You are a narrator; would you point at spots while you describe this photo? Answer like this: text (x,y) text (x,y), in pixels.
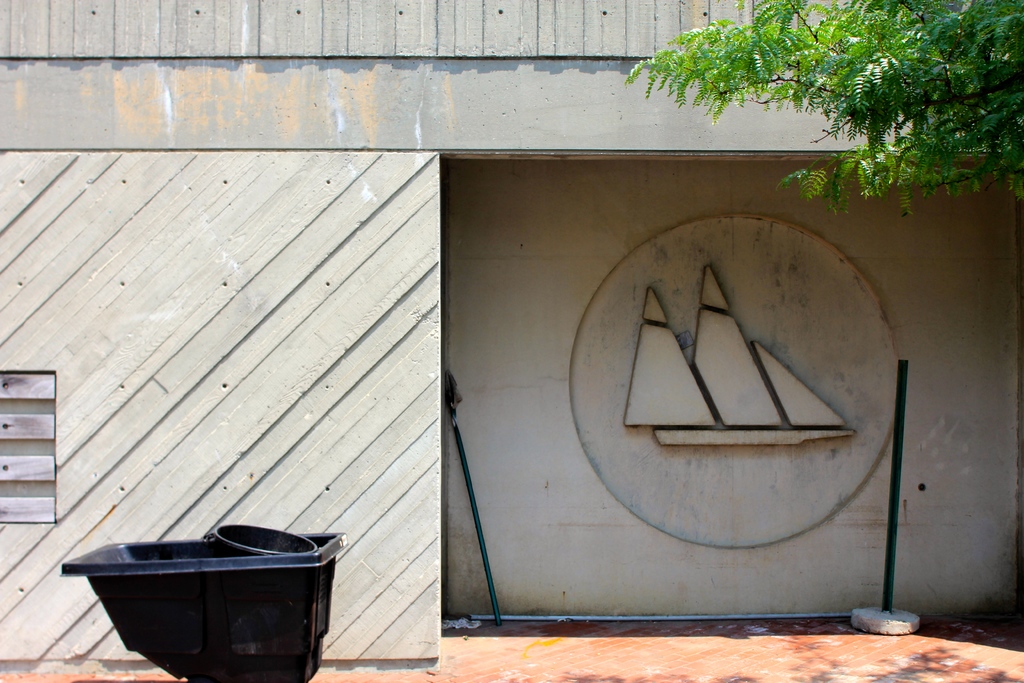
In this picture I can observe a tree (845,47) in the top right side (880,119). In the background (893,139) there is a wall (395,169). On the right side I can observe a pole (897,450). On the left side (200,569) there is a black color pulling cart (189,589).
